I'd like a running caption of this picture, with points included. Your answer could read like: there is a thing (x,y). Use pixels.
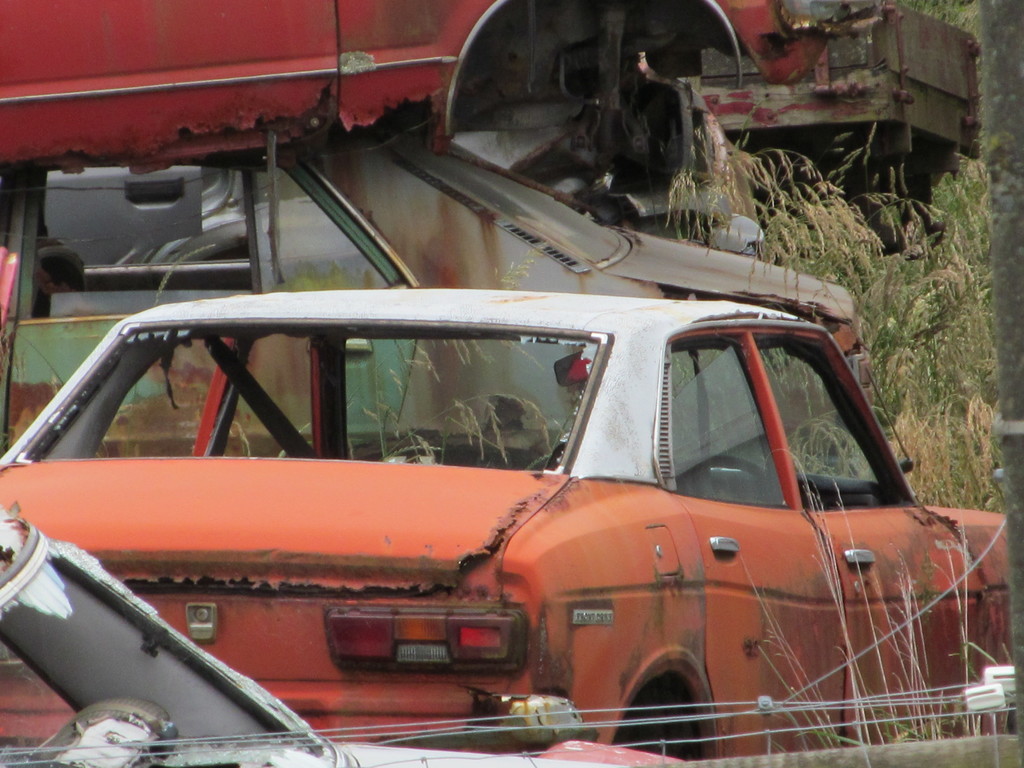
In this image we can see there are some vehicles (552,478), grass (913,277) and wires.
